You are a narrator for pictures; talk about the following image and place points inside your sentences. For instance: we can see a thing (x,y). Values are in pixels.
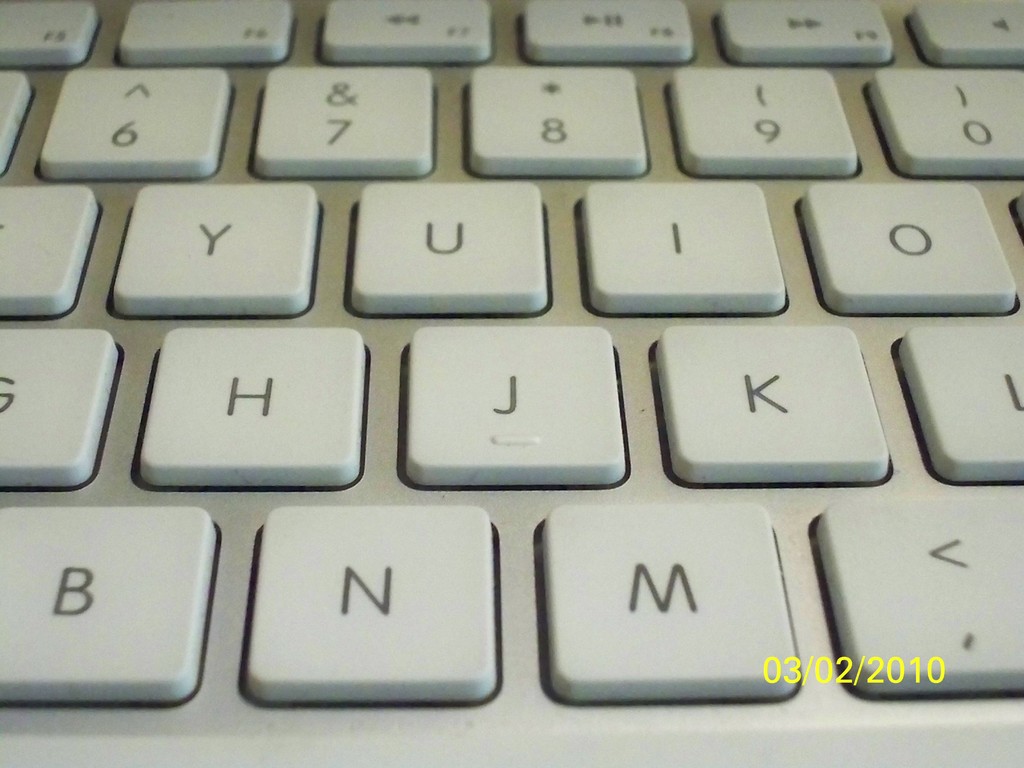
In this image there is a keyboard (755,628) with keys (154,113) on it.
